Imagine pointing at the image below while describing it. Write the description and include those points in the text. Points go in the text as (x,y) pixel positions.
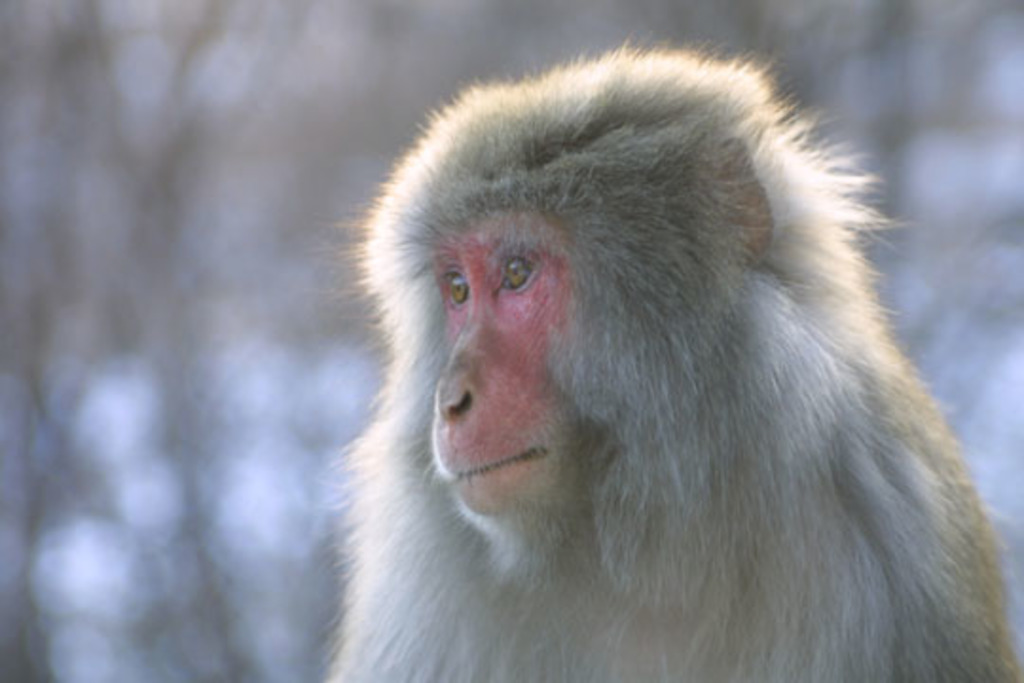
In this image, I can see the monkey (785,507). The background (227,544) looks blurry.
